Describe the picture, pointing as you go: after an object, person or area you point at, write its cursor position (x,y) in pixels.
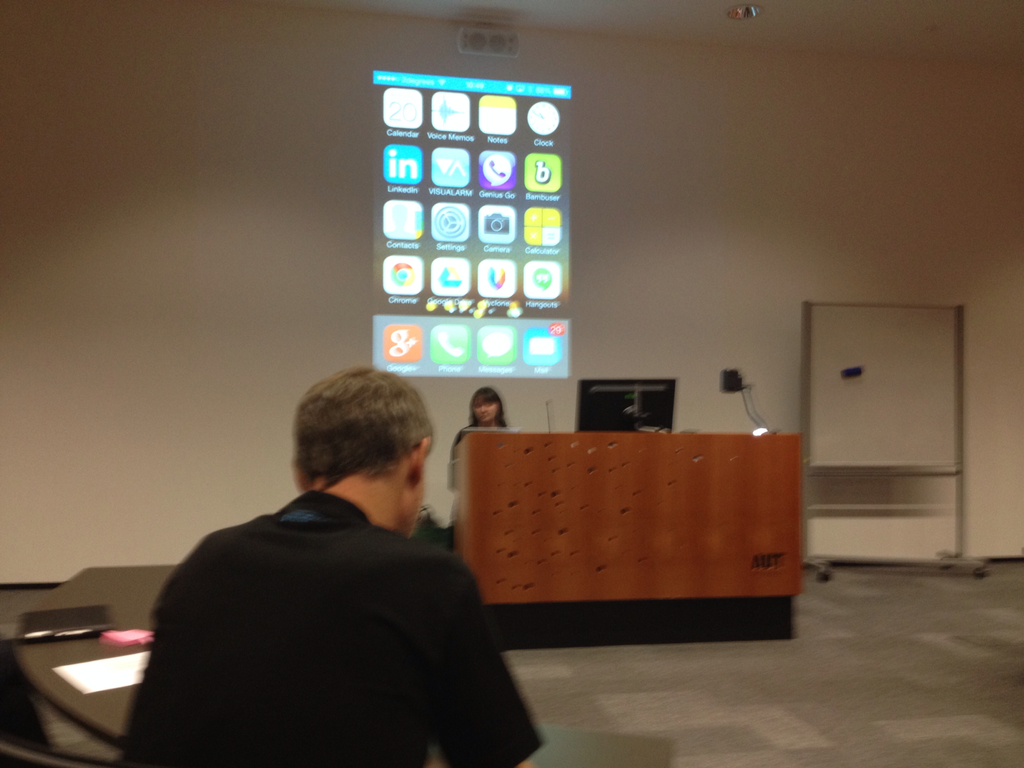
In this image there is a man (295,618) sitting near the table (118,726). In the background (483,421) there is a girl (481,418) standing near the table (544,462). On the table (616,445) there is a laptop (609,401) and a lamp (740,386) beside it. On the wall (324,187) there is a screen (473,167). On the right side (896,473) there is an iron stand (847,463). On the left side (119,653) there is a table (94,650) on which there are papers (92,663) and files (59,622). At the top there is light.
